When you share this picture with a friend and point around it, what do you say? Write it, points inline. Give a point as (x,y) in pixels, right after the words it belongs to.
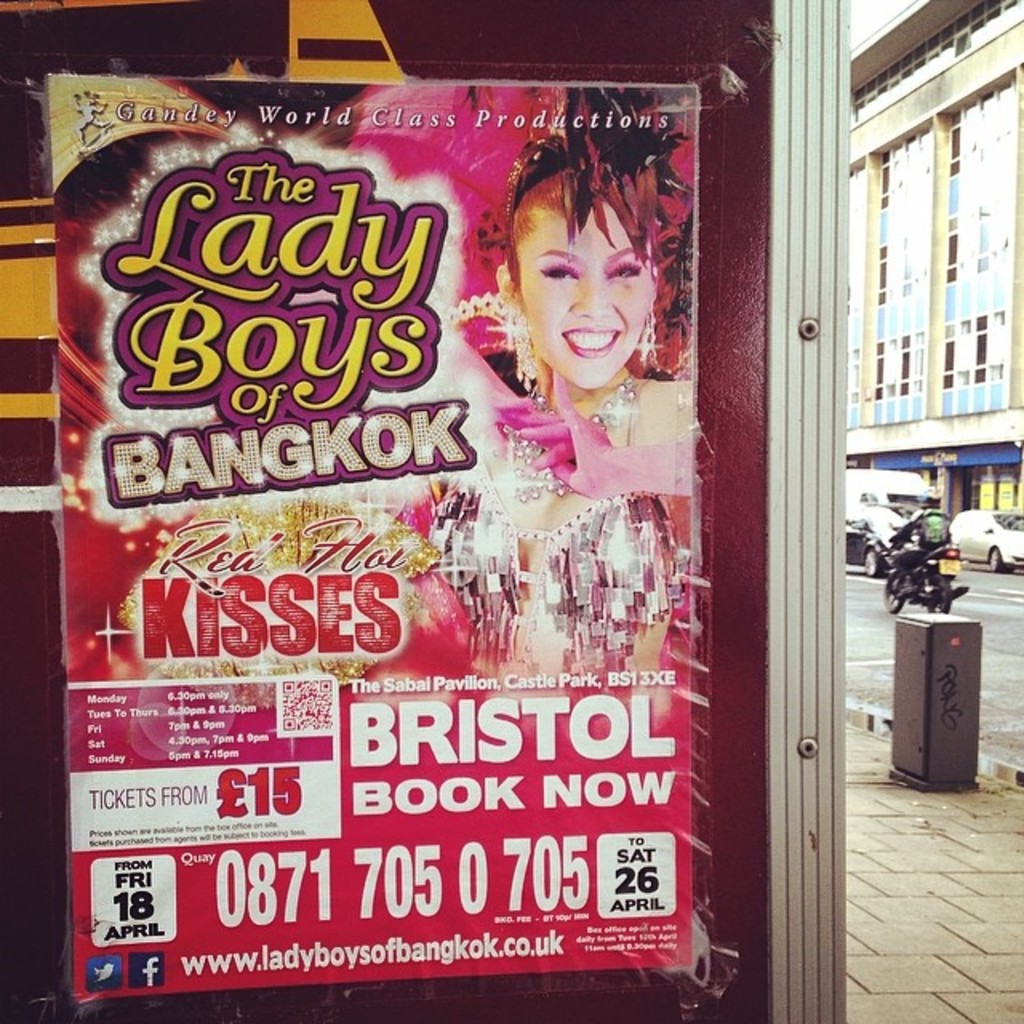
In this picture we can see a hoarding (335,588) in the front (702,464), on the right side (929,232) there is a building (929,273), we can see some vehicles (884,531) traveling on the road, there is a depiction of a person (583,279) and some text (422,271) on this board (358,468).
